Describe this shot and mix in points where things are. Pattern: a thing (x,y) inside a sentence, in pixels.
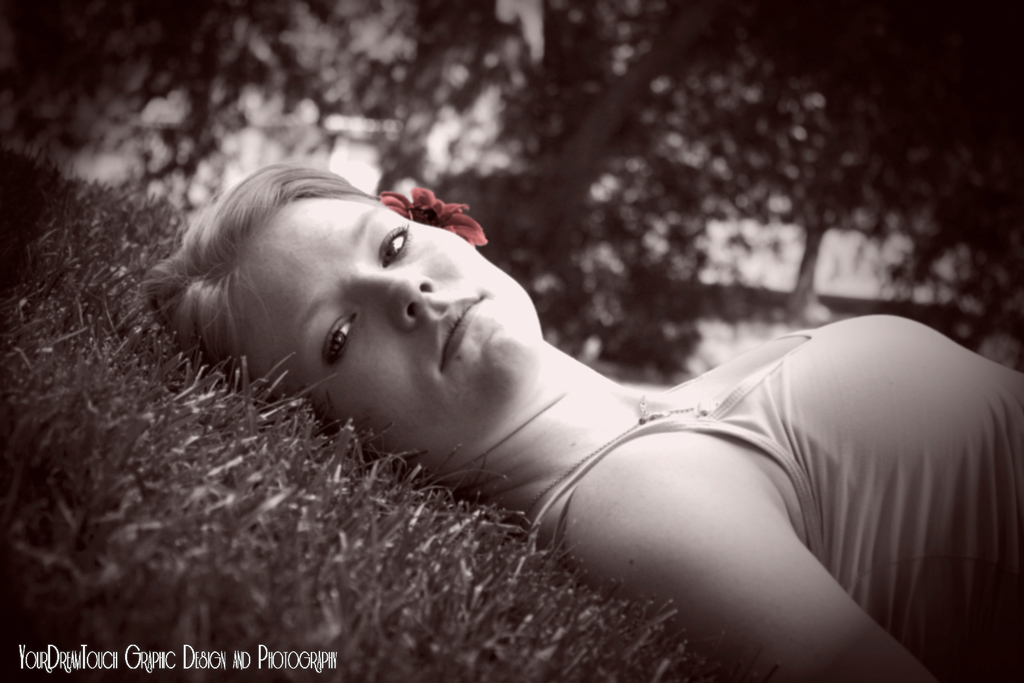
The image is in black and white, we can see there is a woman (798,624) lying on the ground (130,556), at the back (501,234) there are many trees (17,129), grass (706,680).
